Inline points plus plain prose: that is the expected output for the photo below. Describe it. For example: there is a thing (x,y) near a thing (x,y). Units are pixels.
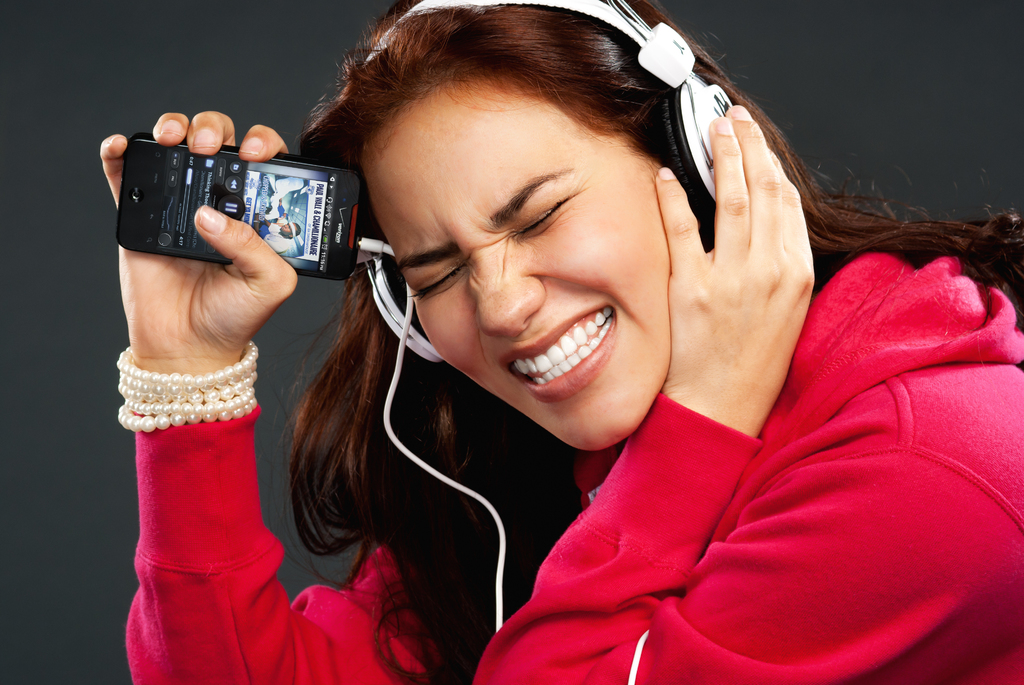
In this image I can see a girl (731,147) is wearing a headphone (391,274). I can also see she is holding a phone (291,197). Here I can see she is wearing a red color of hoodie (758,447).
